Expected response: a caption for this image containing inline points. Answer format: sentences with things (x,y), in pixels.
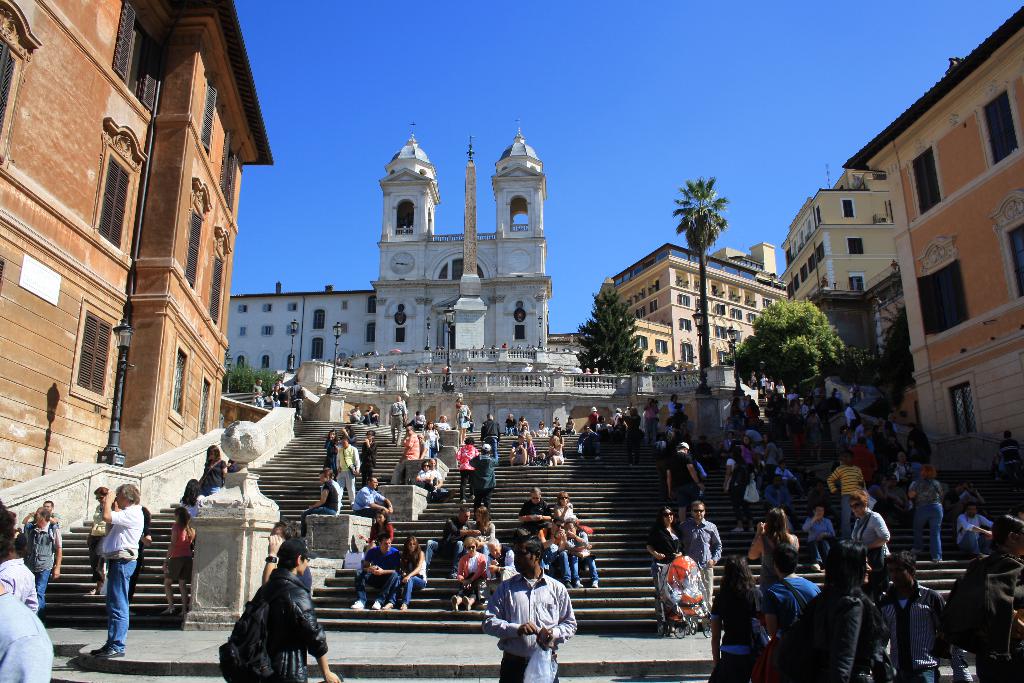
In this image we can see many people (731,562). There are few people (555,524) sitting on staircases (592,511) and few people (833,582) are standing in the image. There are few people (511,670) holding some objects (549,662) in their hands (550,642). There are few staircases (587,662) in the image. There are few trees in the image. There are many buildings (824,310) in the image.
